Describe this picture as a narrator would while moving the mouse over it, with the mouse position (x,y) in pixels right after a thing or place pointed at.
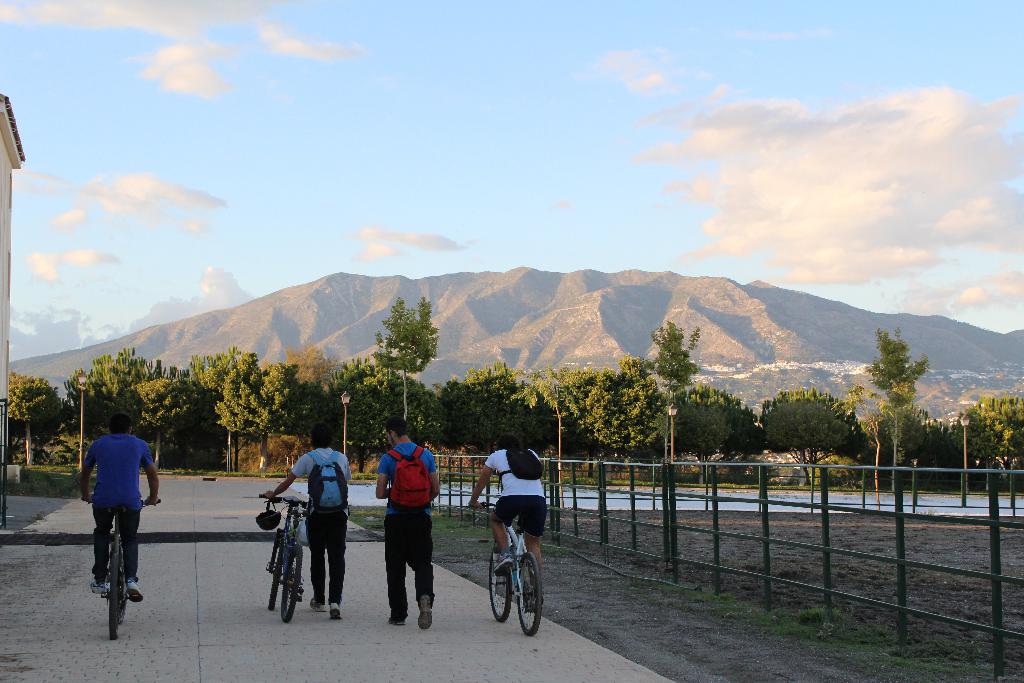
In the image there are two persons (88,466) riding bicycles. And there are two men (395,530) walking. There is a man (347,526) holding a bicycle (291,552). On the right side of the image (914,485) there are railings (929,519). In the background (483,410) there are trees (414,410). Behind the trees (549,404) there is a hill (655,323). At the top of the image (626,67) there is sky (613,86). On the left side of the image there is a wall (1,444) and roof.
